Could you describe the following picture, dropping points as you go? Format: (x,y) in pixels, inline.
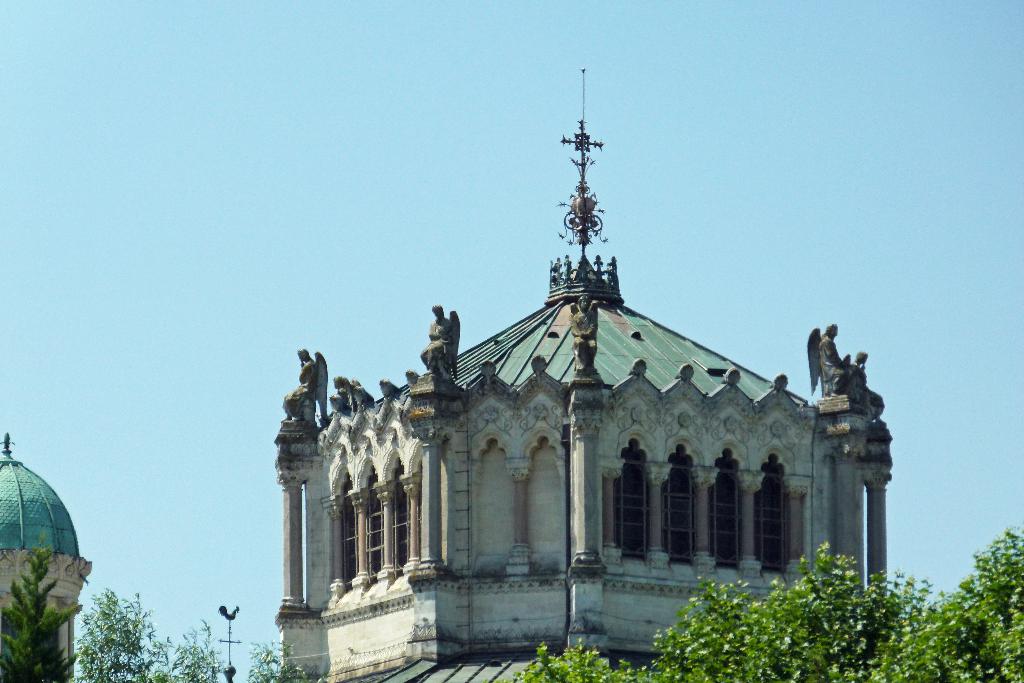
In the image I can see building (435,501) to which there some windows (376,533), statues (588,338) and also I can see some trees (28,658).
